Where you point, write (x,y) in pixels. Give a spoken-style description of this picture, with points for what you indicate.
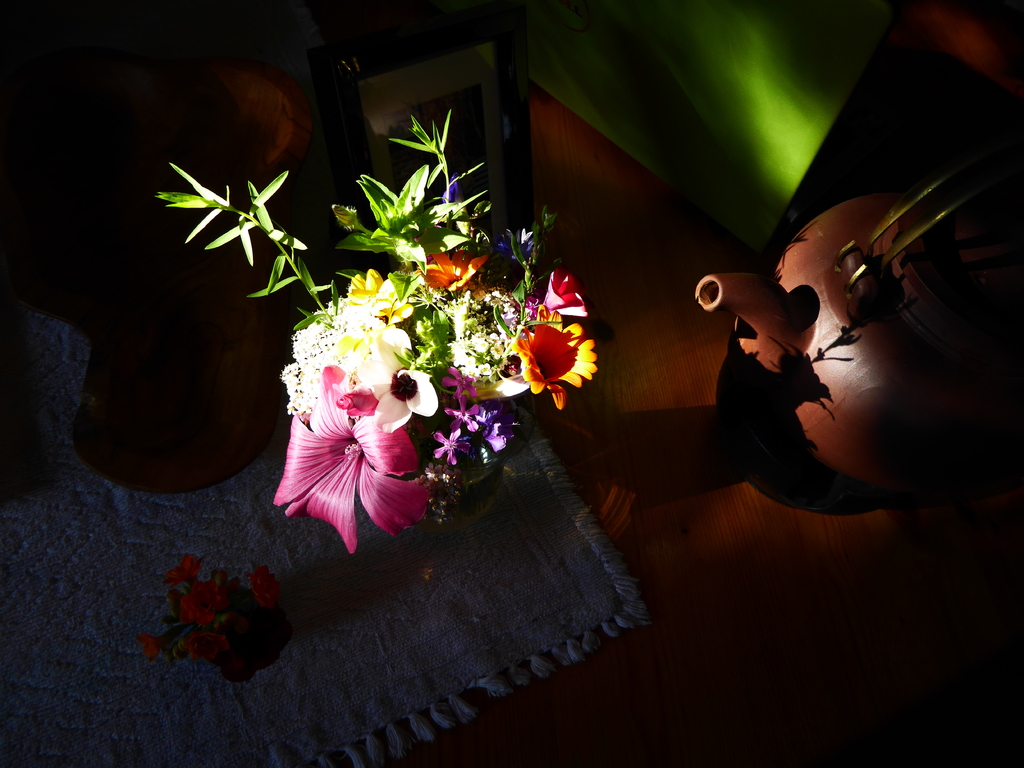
In this image, I can see the flower vases (255,654) on a carpet (434,614), which is on the floor (678,588). On the right side of the image (951,322), I can see a pot (970,370). Behind the flower vases (414,496), I can see a photo frame (475,149) and two objects (292,129).
